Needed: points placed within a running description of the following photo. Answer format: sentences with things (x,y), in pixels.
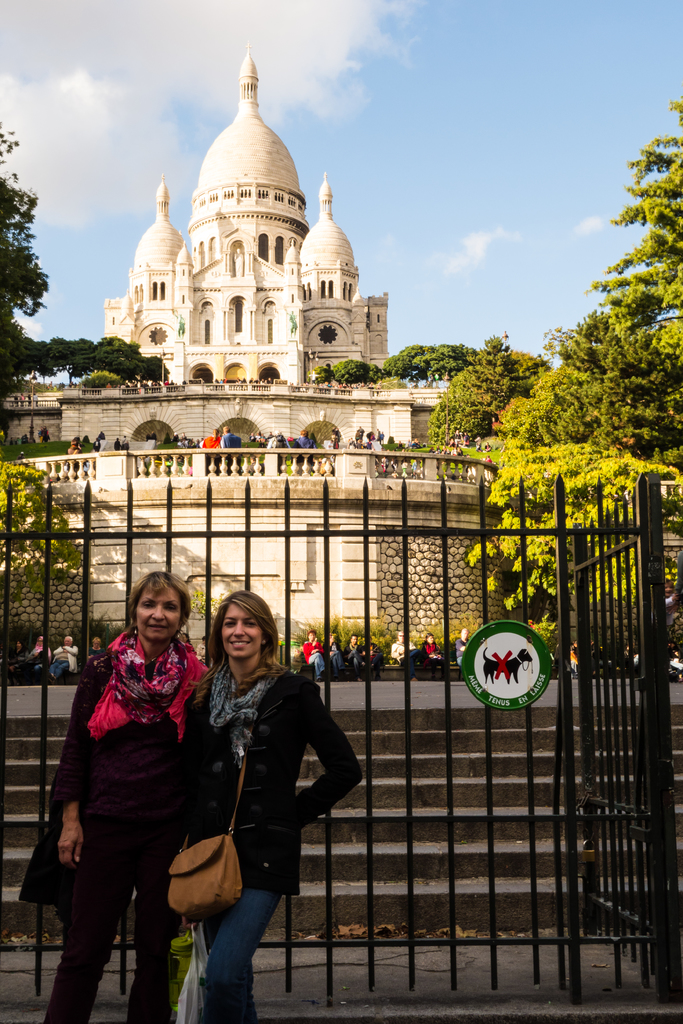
In this picture we can see two women (199,808) standing here, they are carrying handbags (178,870), we can see fencing (578,887) here, there are stairs (444,789) here, in the background (420,651) there are some people (414,659) sitting here, we can see a building (299,338) and trees (478,410) here, there is sky (466,115) at the top of the picture (441,120).
